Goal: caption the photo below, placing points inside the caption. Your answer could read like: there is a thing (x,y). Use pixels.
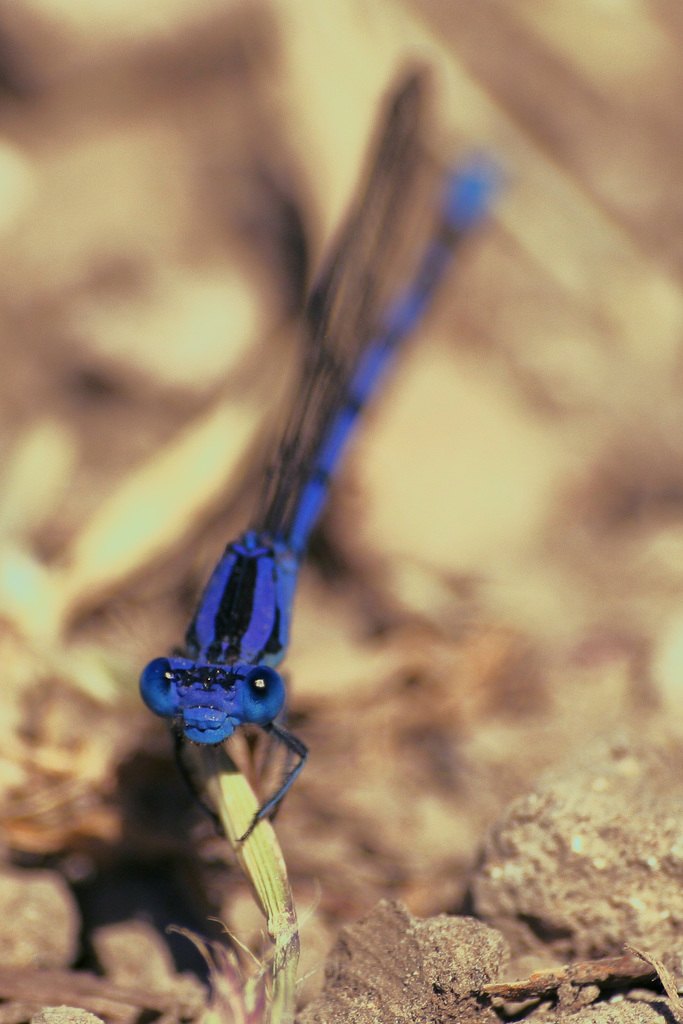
In this image we can see a blue color insect (364,383). We can also see the stones (604,954) and the background (84,331) is blurred.
